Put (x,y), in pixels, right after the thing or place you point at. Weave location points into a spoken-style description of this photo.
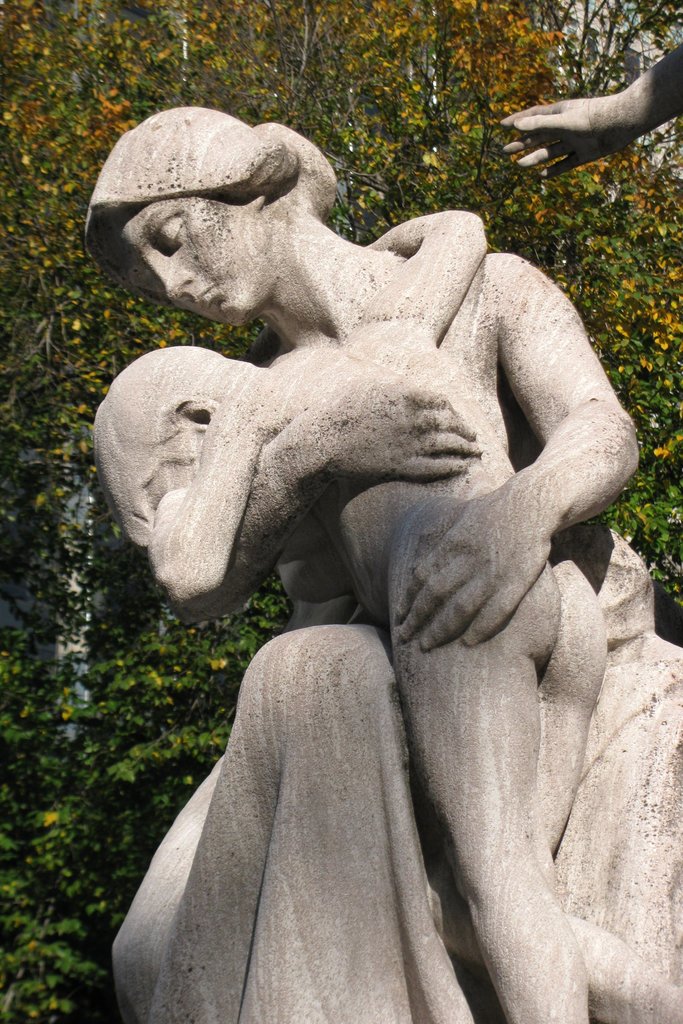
In this image we can see statues (483,524) and creepers (81,129).
